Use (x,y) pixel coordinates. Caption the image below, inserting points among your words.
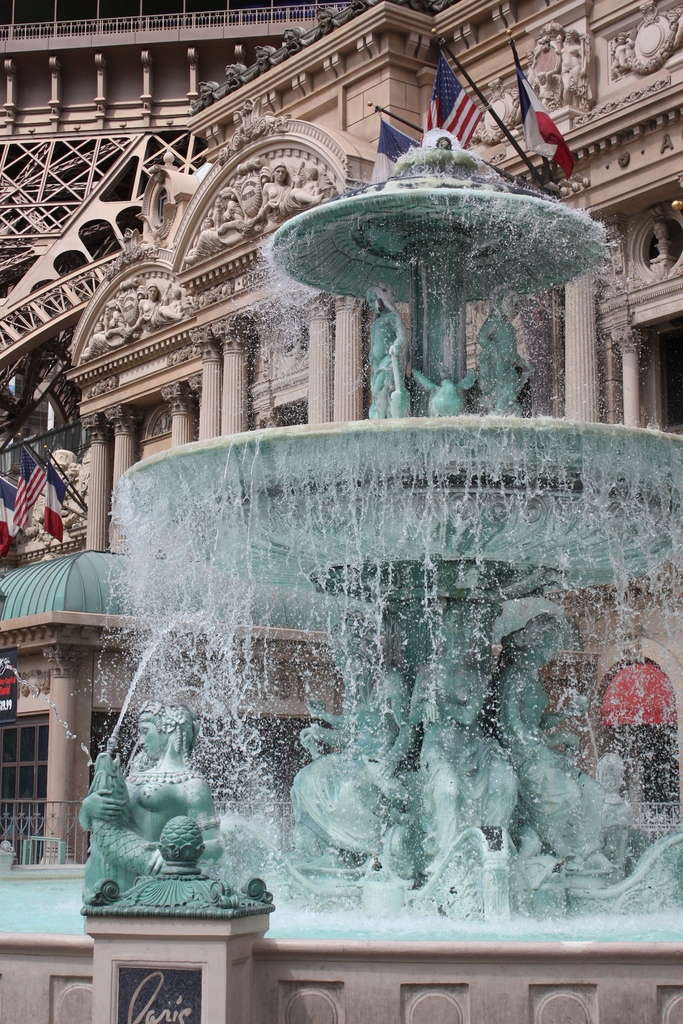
In the background (672,271) portion of the picture we can see a building (637,104). In this picture we can see carvings (620,76) on the wall (528,67). We can see pillars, flags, poles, water fountain (438,836) and sculptures (554,780). On the left side of the picture (14,707) we can see a board (159,982).
